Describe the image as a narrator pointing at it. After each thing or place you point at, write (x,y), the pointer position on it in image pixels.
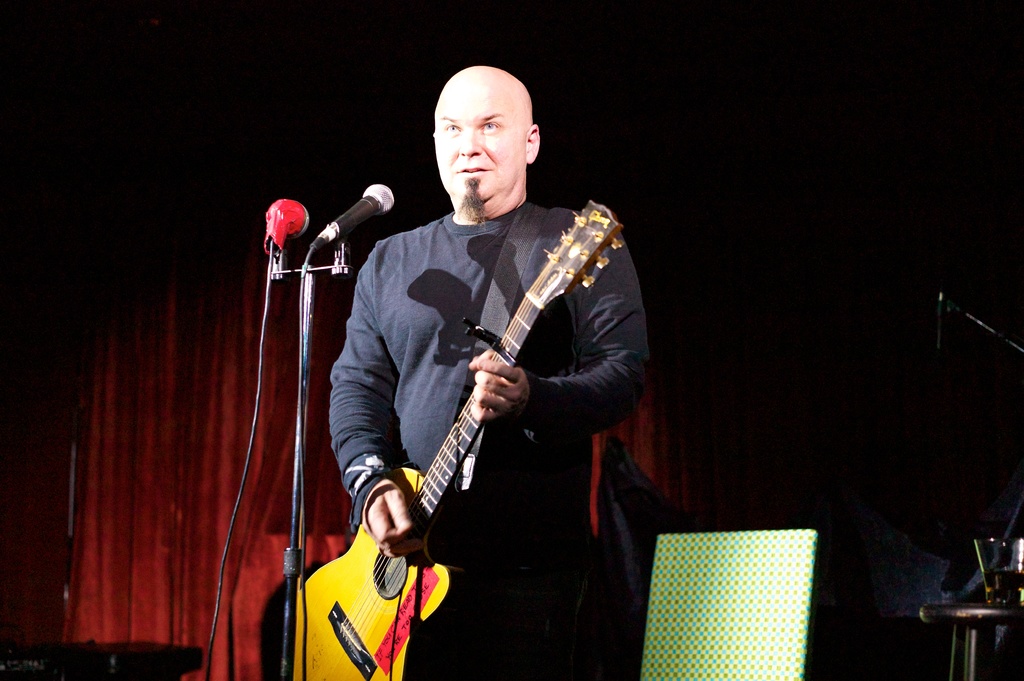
The given picture shows a man (382,459) holding a guitar (365,585) and playing it. In front of him there are two microphones (297,230) and a stand (301,418) here. In the background (712,582), there is a chair (774,531) and a red color curtain (169,411) here.
